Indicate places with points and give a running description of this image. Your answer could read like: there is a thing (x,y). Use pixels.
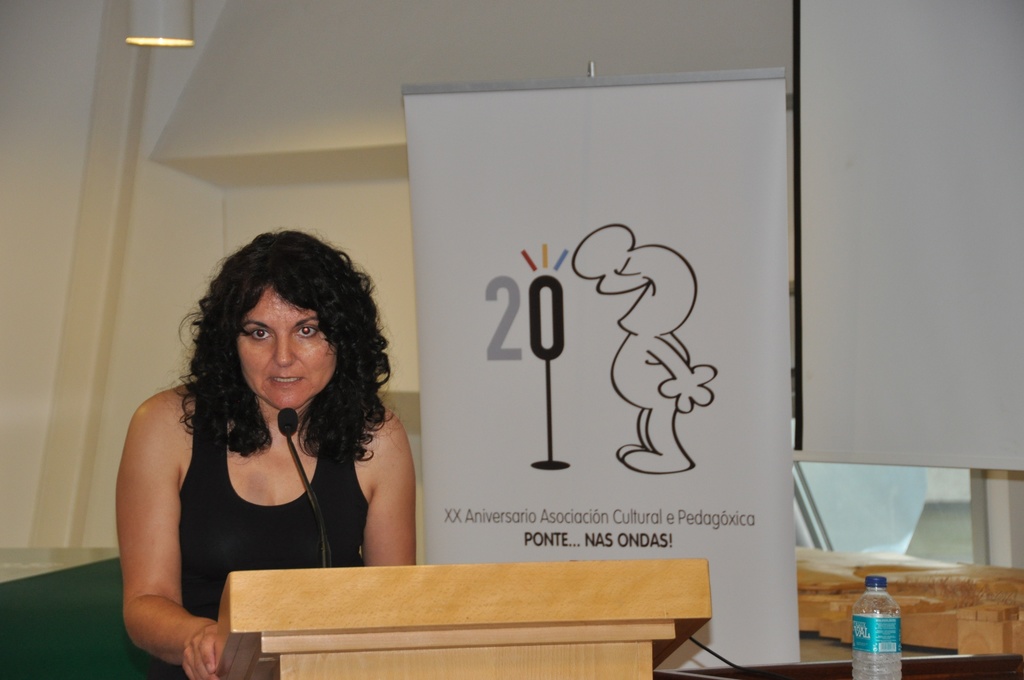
In this image, There is a table (620,604) which is in yellow color and in the left side (180,600) there is a woman (187,466) standing and she is speaking in the microphone (311,489) which is in black color and in the background (243,78) there is a white color wall (441,76).
